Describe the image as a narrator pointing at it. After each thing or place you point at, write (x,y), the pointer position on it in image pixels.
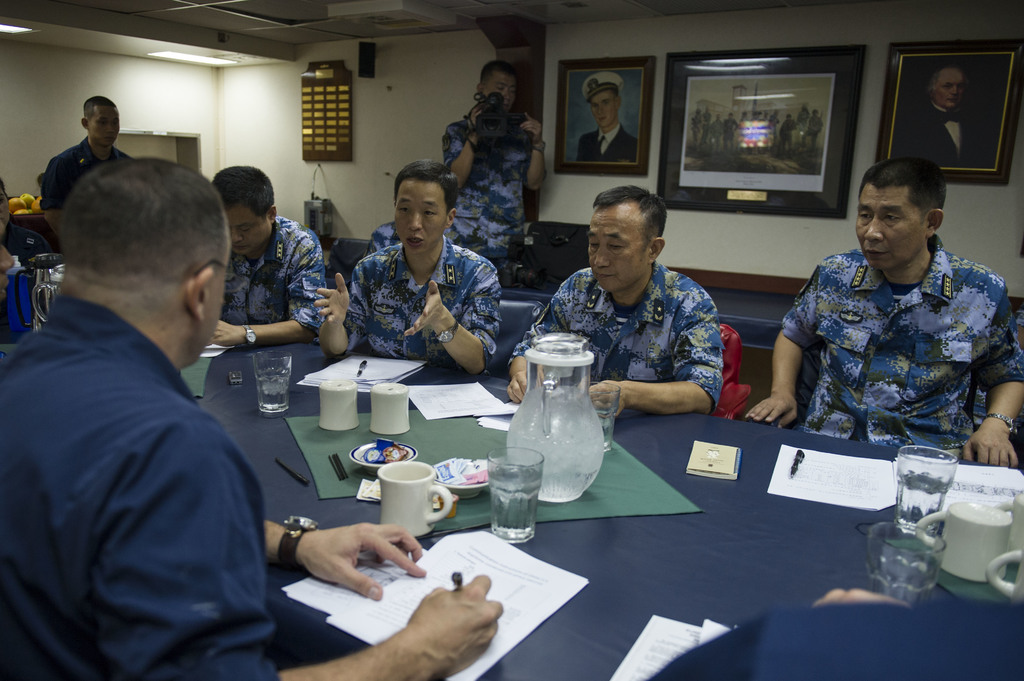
In this image I can see people (962,425) where few of them are standing and rest all are sitting on chairs (330,264), I can also see they all are wearing uniforms (923,389). Here on this table (242,362) I can see a mug (593,427), few glasses (529,476), few mugs (998,578) and few papers (530,563). In the background (960,133) I can see few frames (717,188) on this wall (728,38).
